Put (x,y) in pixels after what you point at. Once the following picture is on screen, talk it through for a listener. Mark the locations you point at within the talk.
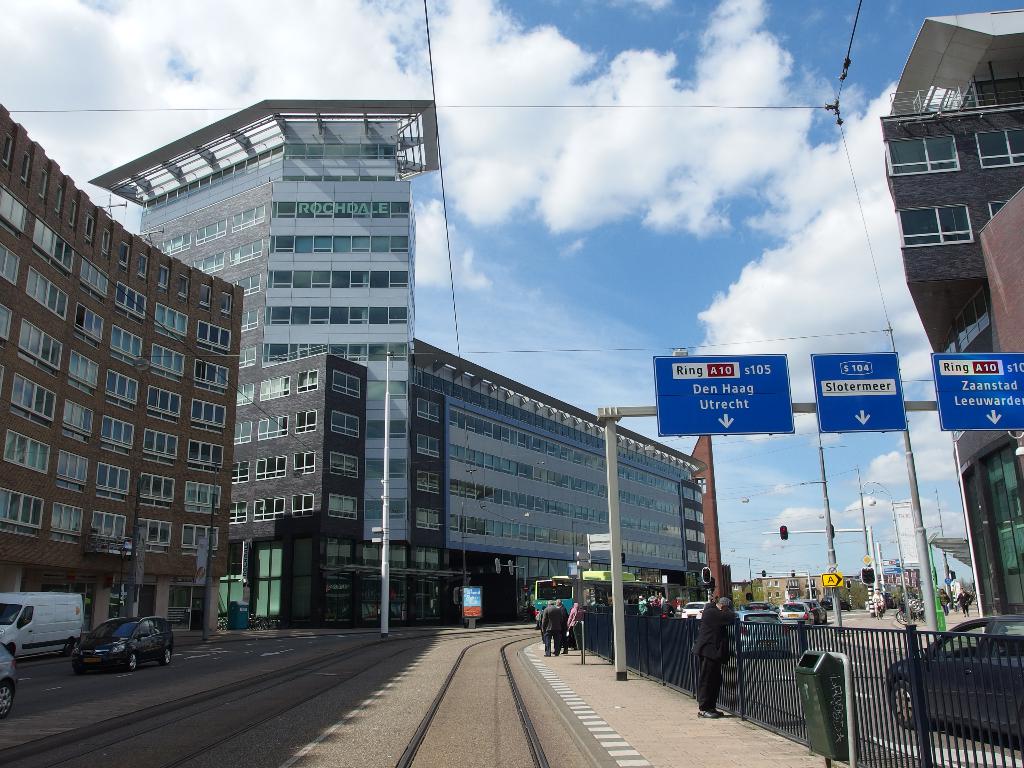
In this image we can see buildings (274,311), vehicles (569,583) on the roads (424,705), fence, few persons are standing on the footpath (602,692), boards (477,595) on the poles (463,582), sign board poles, trees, plants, windows (108,483), glass doors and clouds (127,139) in the sky (127,139).
